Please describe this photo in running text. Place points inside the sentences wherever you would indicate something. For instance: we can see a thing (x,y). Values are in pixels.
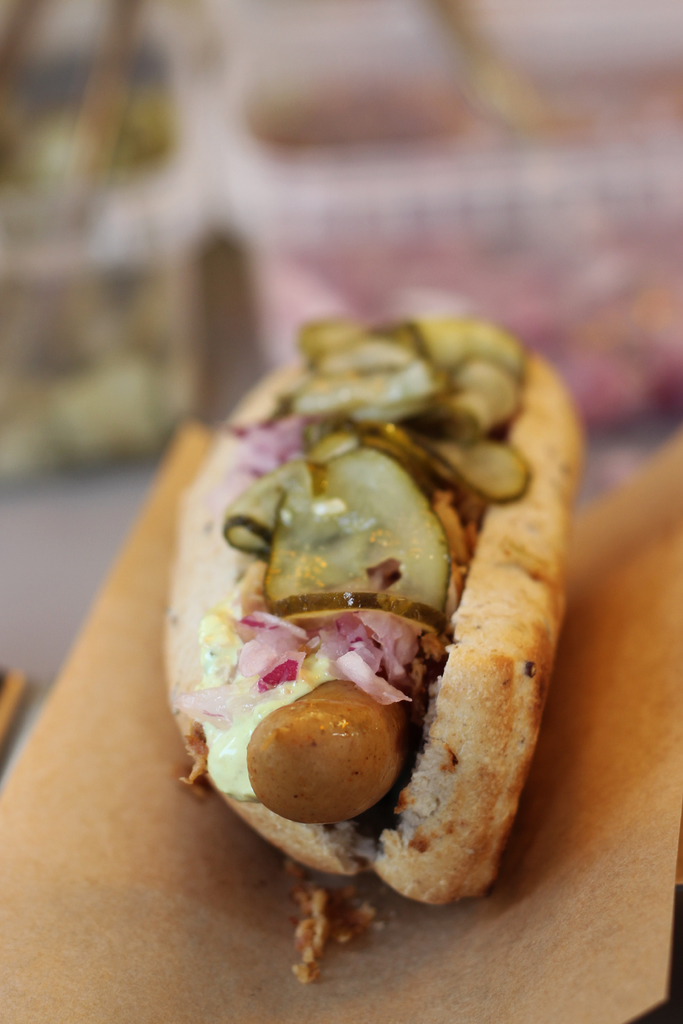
In this image we can see some food (365,704) on a paper (292,875).
